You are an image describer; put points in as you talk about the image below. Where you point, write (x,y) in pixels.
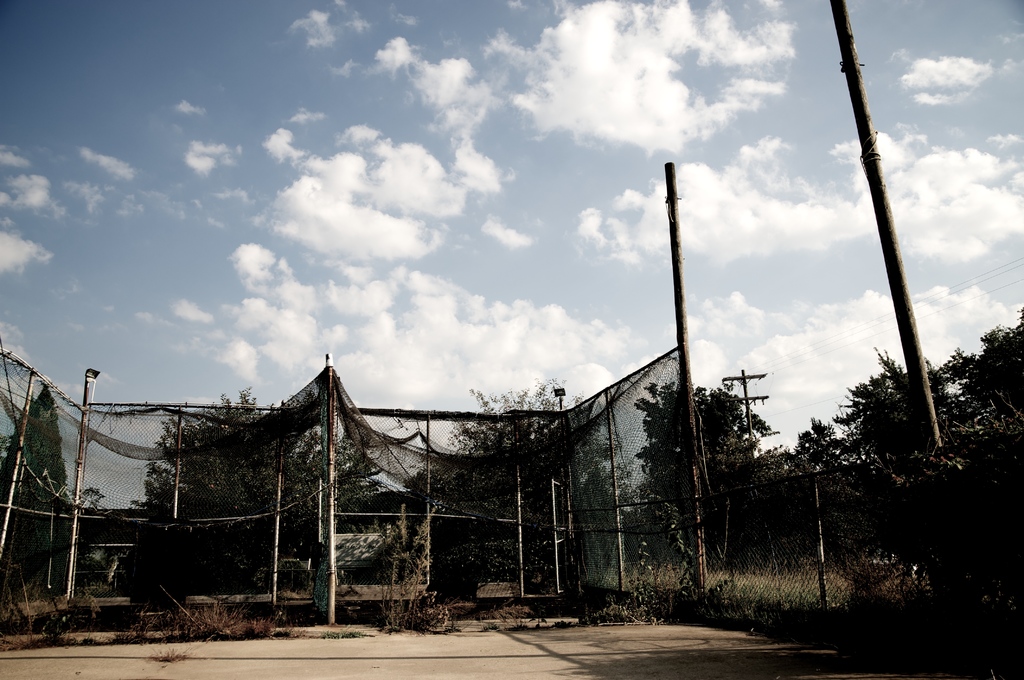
This image is taken outdoors. At the top of the image (256,220) there is the sky (531,266) with clouds (344,354). At the bottom of the image (405,642) there is a floor (482,666). In the background (874,438) there are many trees (903,517) on the ground (893,588) and there is a ground (896,635) with grass (647,589) on it. In the middle of the image (463,420) there is a net (93,513). There are a few iron rods (329,581) and there are a few poles (676,277) with street lights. There are a few plants (411,604) on the ground (97,623).
